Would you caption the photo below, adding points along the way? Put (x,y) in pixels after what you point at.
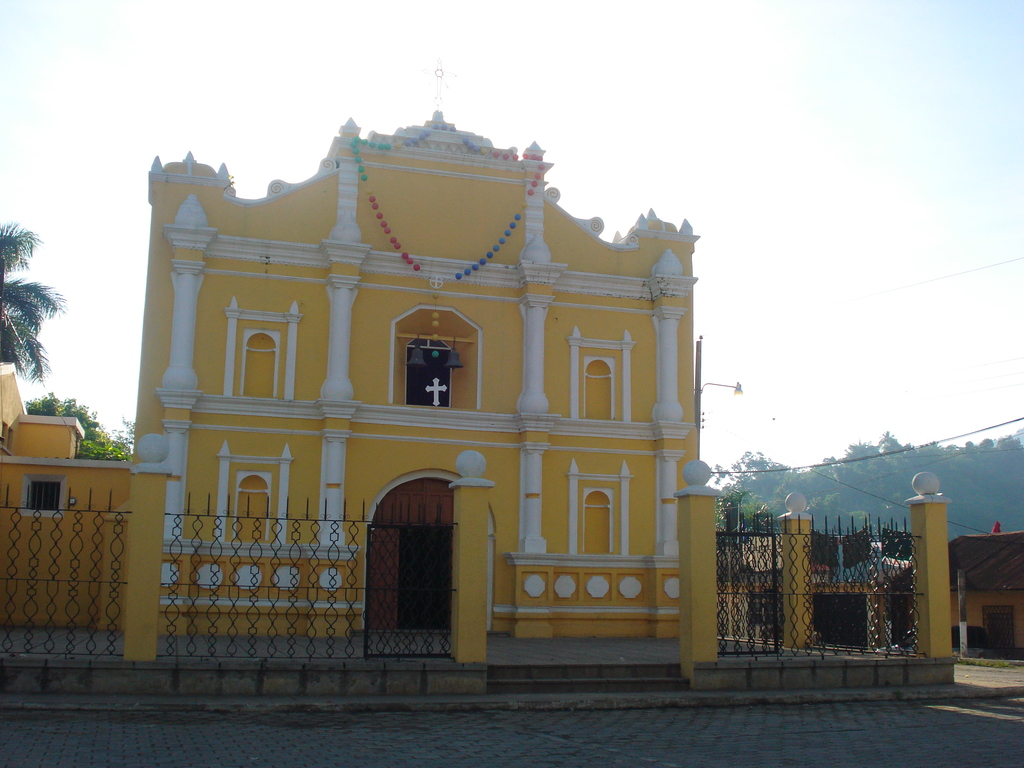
In this image we can see a church (436,240), on the church (443,317) we can see a cross symbol (433,382), there are some trees (96,439), fence (257,587), pillars (690,609) and houses (52,487), in the background (626,112) we can see the sky (648,120).
